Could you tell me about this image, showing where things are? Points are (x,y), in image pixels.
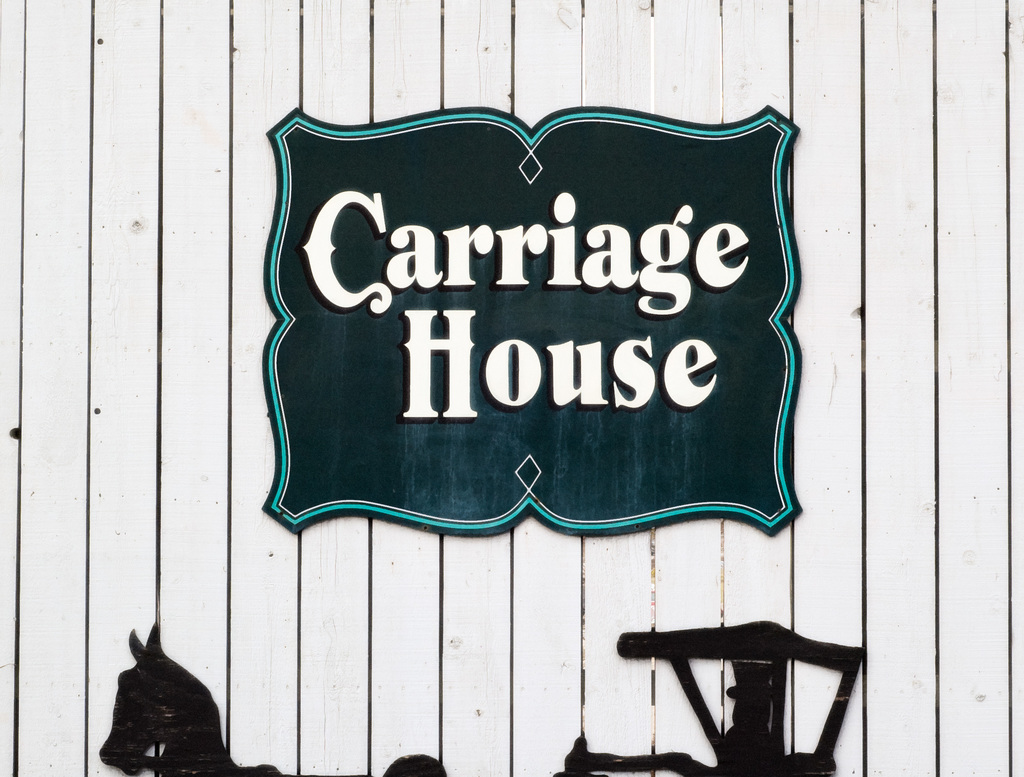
In this image we can able to see a wooden wall (410,673), there is a board (513,312) with some text (564,266) written on it, and also we can see a horse cart frame (697,716) on the wall (275,690).
